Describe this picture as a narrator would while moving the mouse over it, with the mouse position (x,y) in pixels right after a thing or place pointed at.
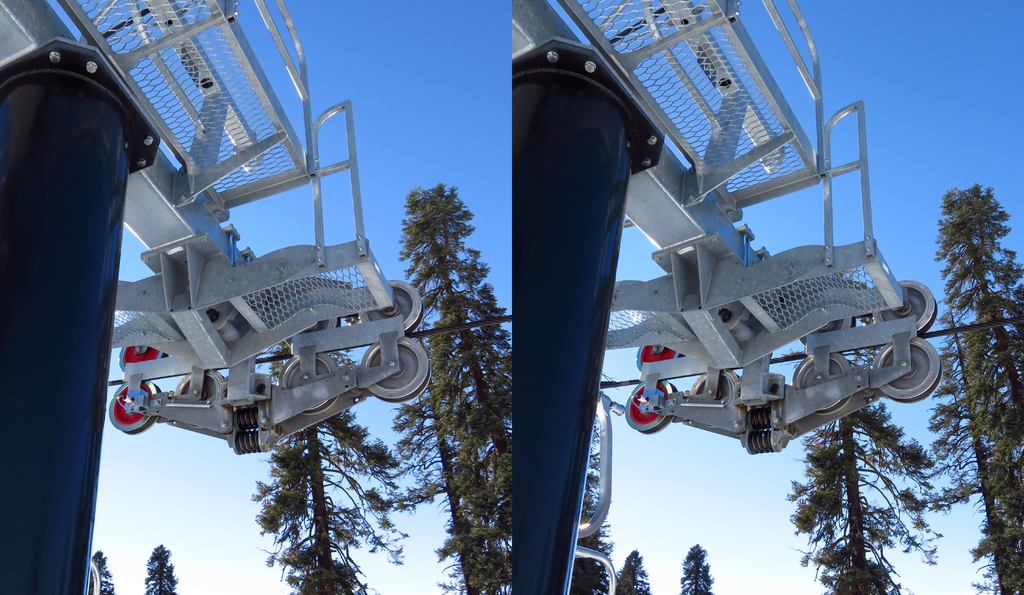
This is a collage image, in this image we can see a machine (312,277) with cables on it, in the background of the image (846,479) there are trees (872,426).
